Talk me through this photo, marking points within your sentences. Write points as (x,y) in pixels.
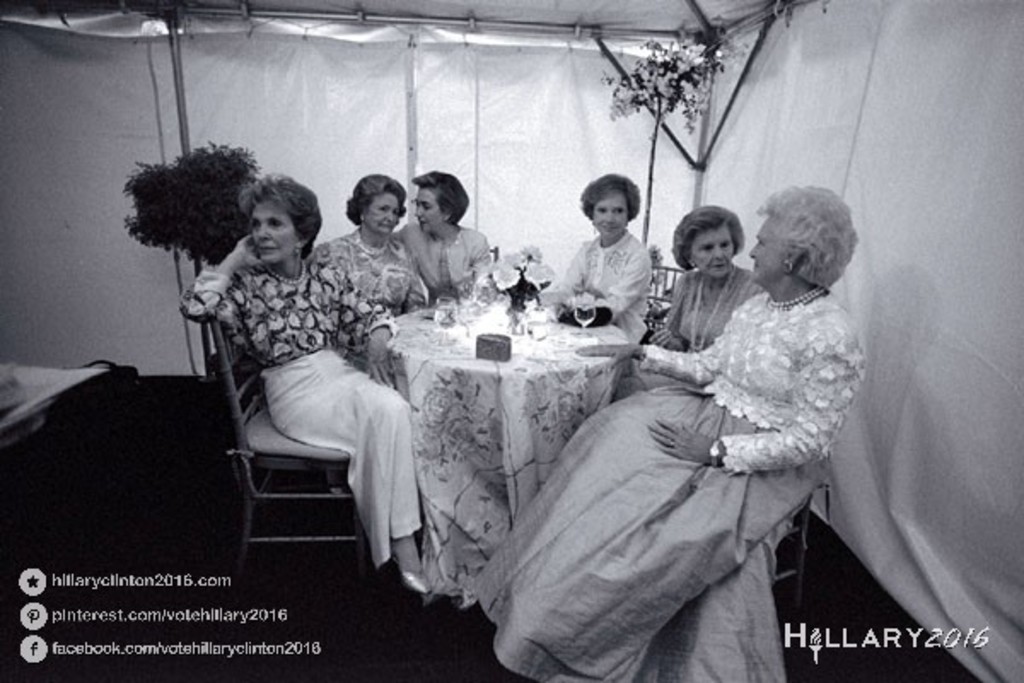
In this image we have 3 women (590,574) at the right side (809,299) sitting in chair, another 3 women (409,495) at the left side (306,325) sitting in chair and at the back ground (272,39) we have a tent (70,126), plant (656,76) and table (474,394) with some flower pot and some glasses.
